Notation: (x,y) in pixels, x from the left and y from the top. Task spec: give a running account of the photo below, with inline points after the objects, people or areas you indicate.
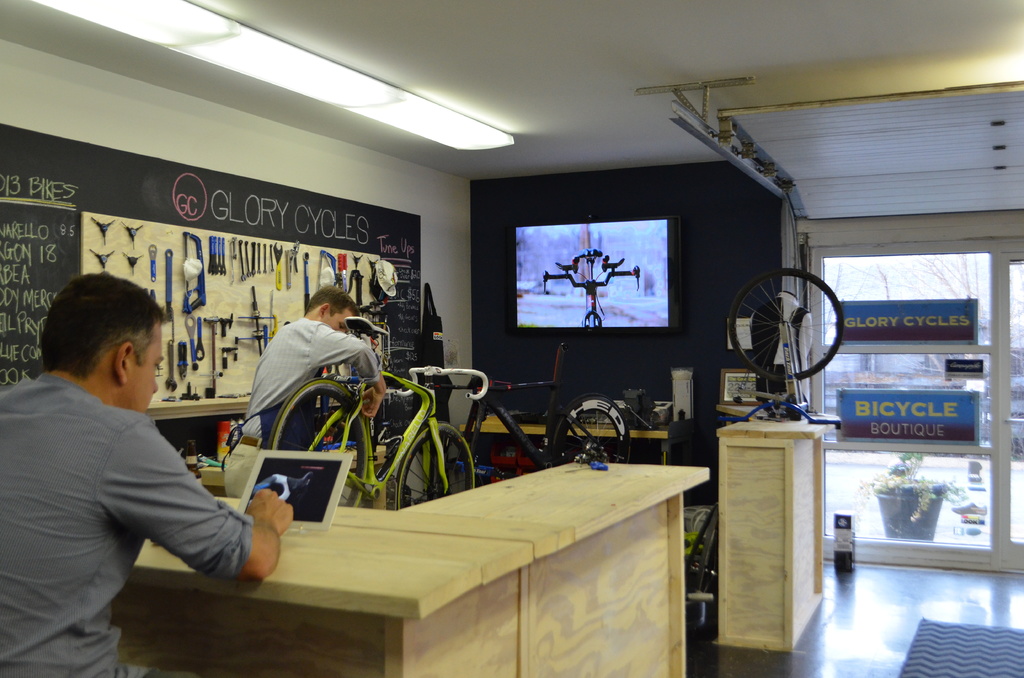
A indoor picture of a room (134,226). Wheel (776,362) on table (780,475). Television (671,303) is attached to the wall (704,275). Lights (209,40) are attached with this roof top (488,41). Tools (135,257) are on this board (303,253). This man (320,315) is holding a bicycle (368,424). On this table (538,488) there is laptop (291,476). This person (48,483) is sitting on a chair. Floor (864,656) with mat (955,651). Outside of this door (948,514) there is a plant (921,489) and bare trees (939,279).
